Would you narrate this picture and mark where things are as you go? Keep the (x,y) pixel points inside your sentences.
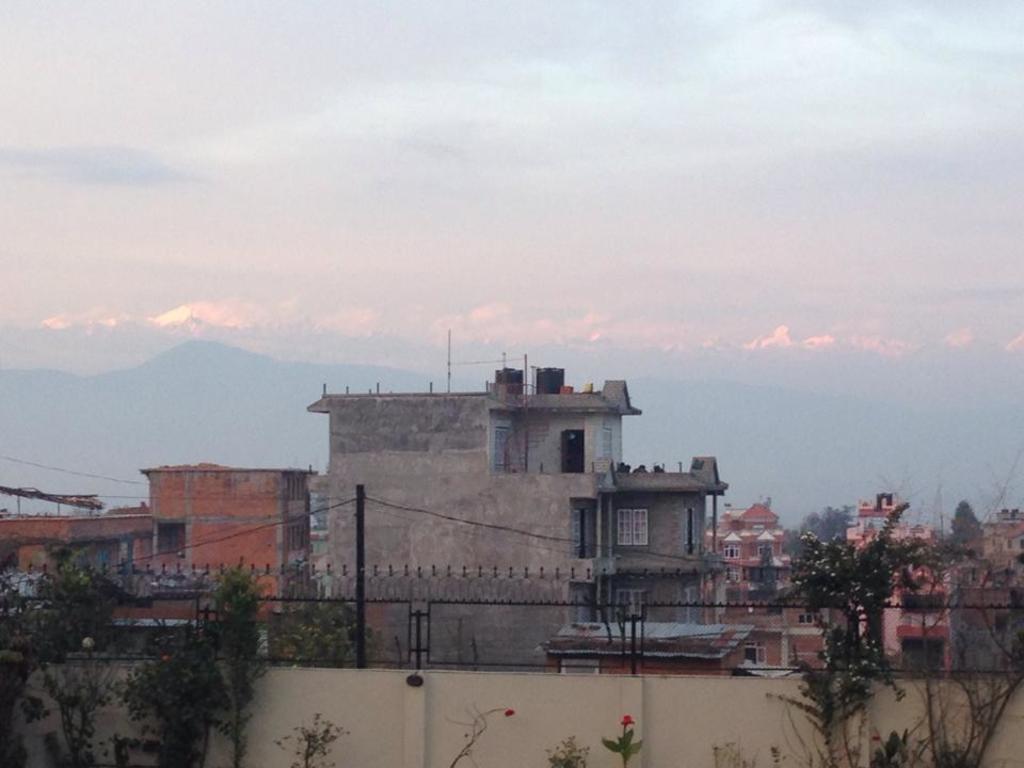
In this image we can see the buildings (765,618), trees (891,594) and also plants (630,740). We can also see the wall (607,715) with the fence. There is a pole (358,576) with wires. Sky (573,147) is also visible.
